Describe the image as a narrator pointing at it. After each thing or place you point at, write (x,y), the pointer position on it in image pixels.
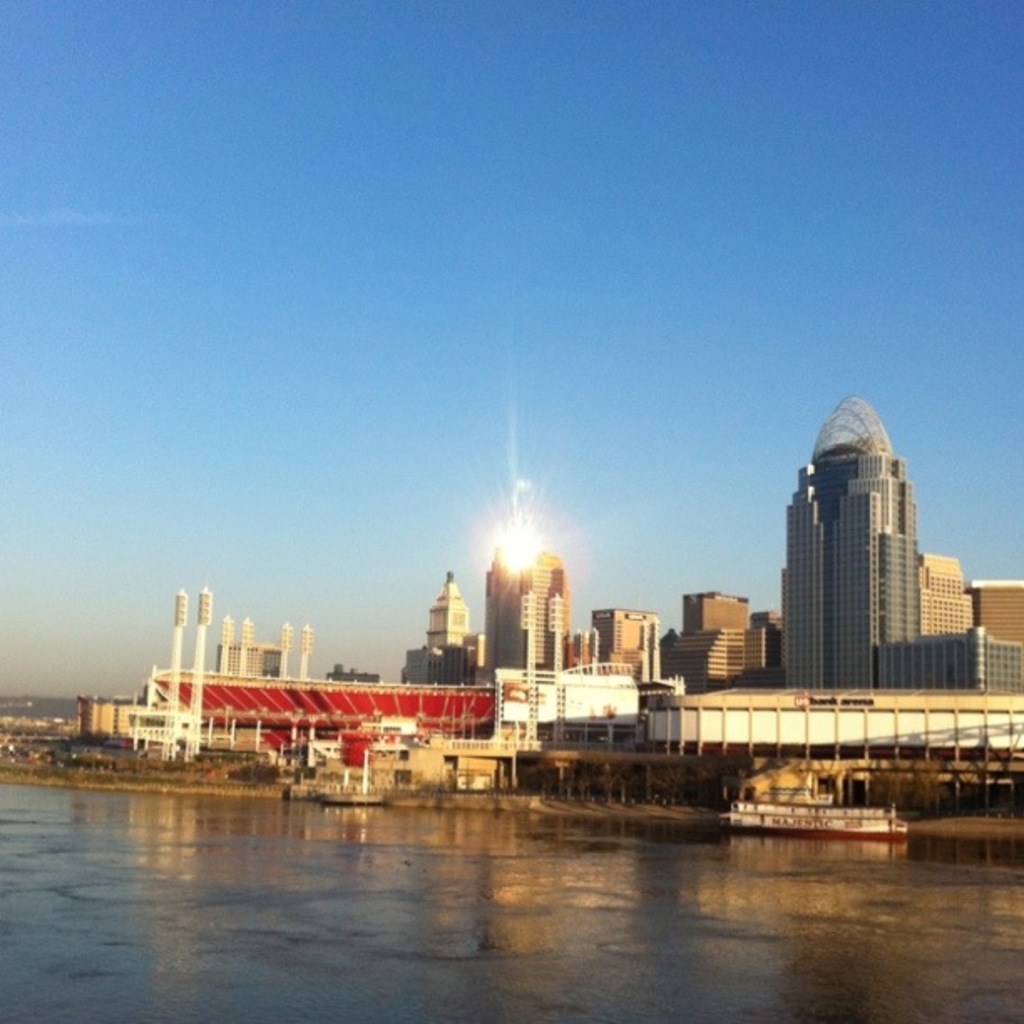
This image is clicked near the river (400,882). In the front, we can see the boat (790,812). And there are buildings (929,621) and skyscrapers (446,643). At the middle (506,499), there is a sun glare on a building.
